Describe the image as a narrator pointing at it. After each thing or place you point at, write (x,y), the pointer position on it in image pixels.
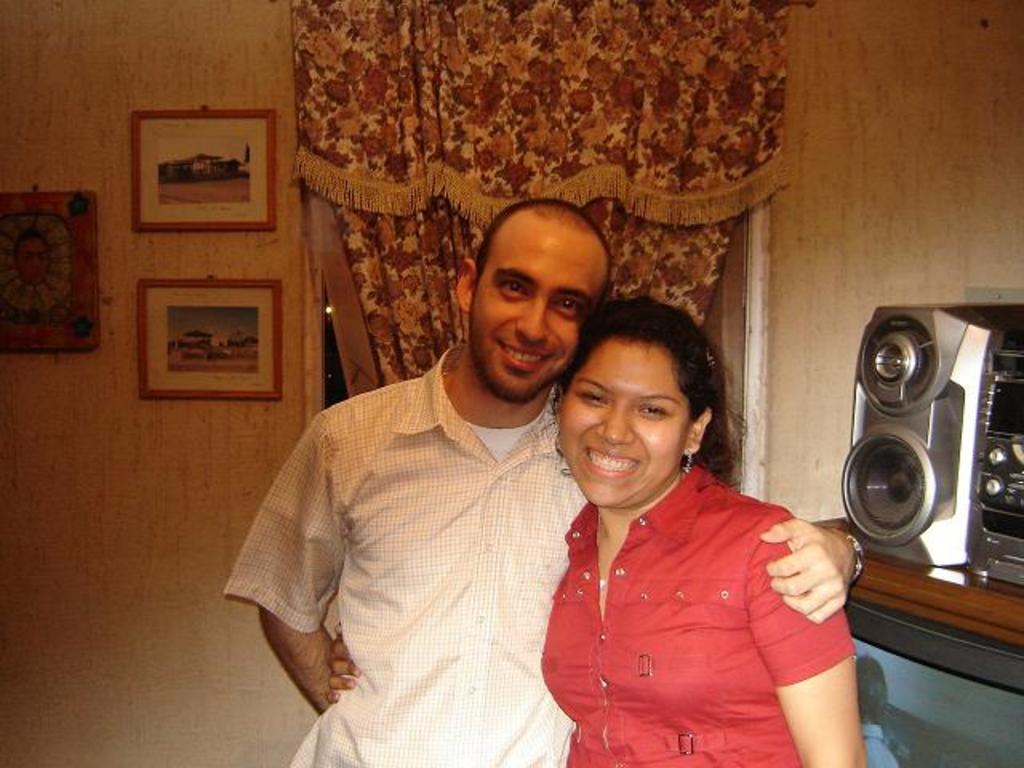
In this image, we can see a woman (640,671) and man (478,688) are watching and smiling. They are standing side by side holding with each other. Background (815,249) there is a wall (815,495), photo frames (258,356), curtain (437,241). Right side of the image (1001,525), we can see the speaker (921,437), music player (1002,544) and television (967,672) with screen (944,733).
